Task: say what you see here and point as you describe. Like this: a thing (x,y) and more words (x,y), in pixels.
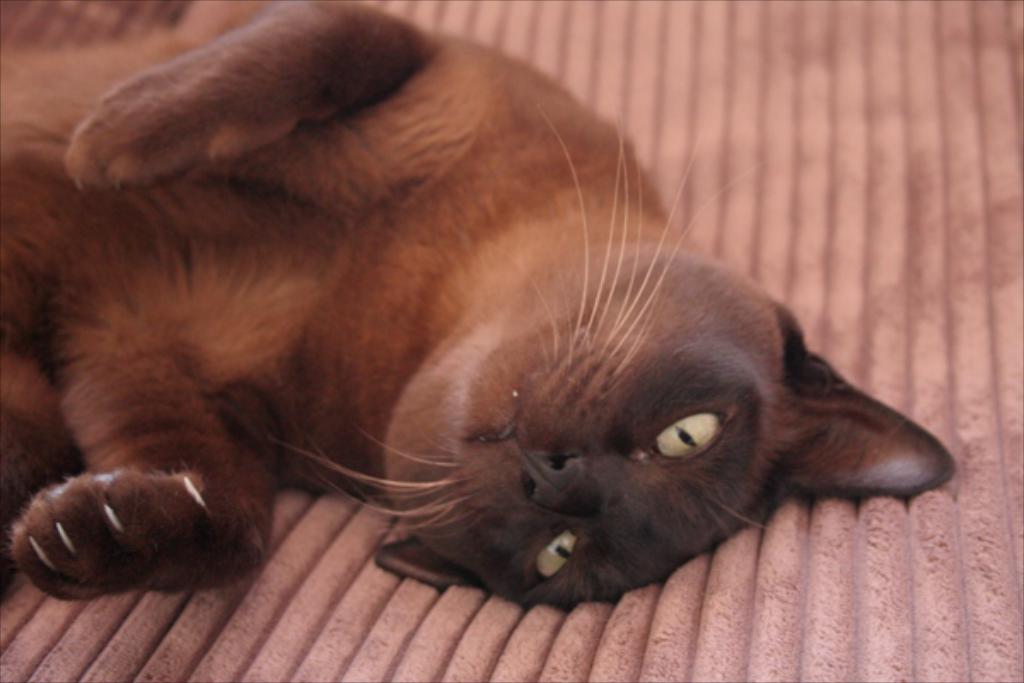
In this image we can see one cat (209,286) lying on the surface (854,382) which looks like a mat (554,25).
